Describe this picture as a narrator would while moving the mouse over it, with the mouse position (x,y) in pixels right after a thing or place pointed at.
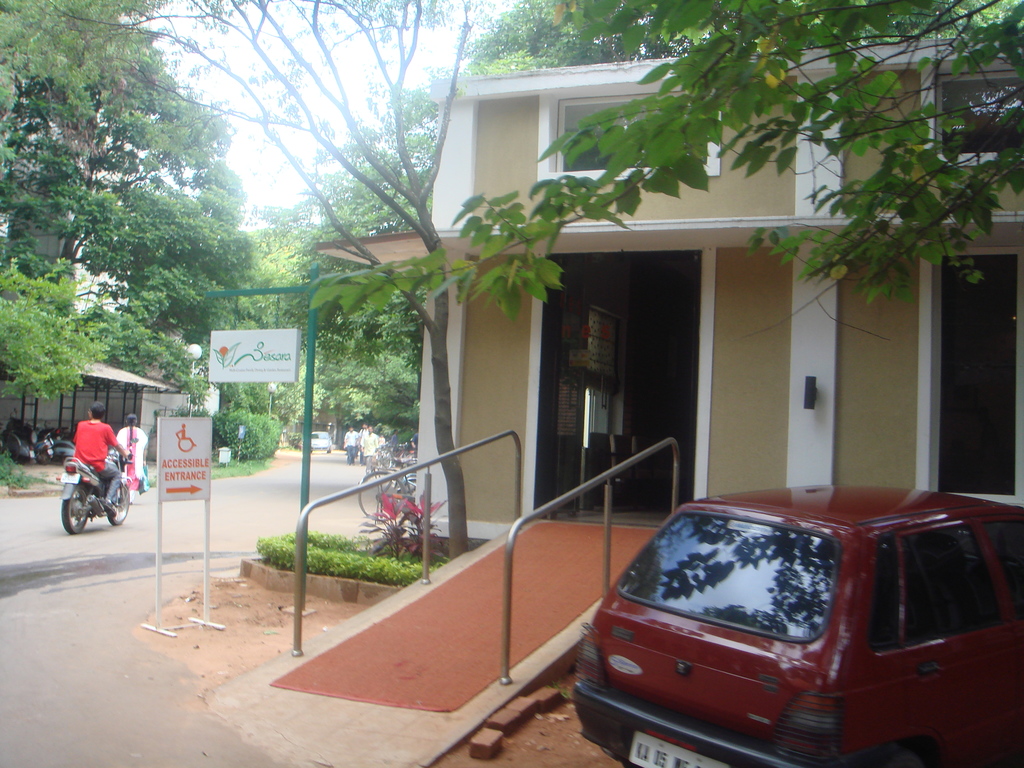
This is an outside view. Here I can see a building (814,406). In front of this building (801,384) there is a red color car (769,656). On the left side (146,457), I can see few people (105,466) walking on the road (294,466) and I can see a bike (124,493) and a car (327,435). In the background (309,257) there are some trees (270,258).
